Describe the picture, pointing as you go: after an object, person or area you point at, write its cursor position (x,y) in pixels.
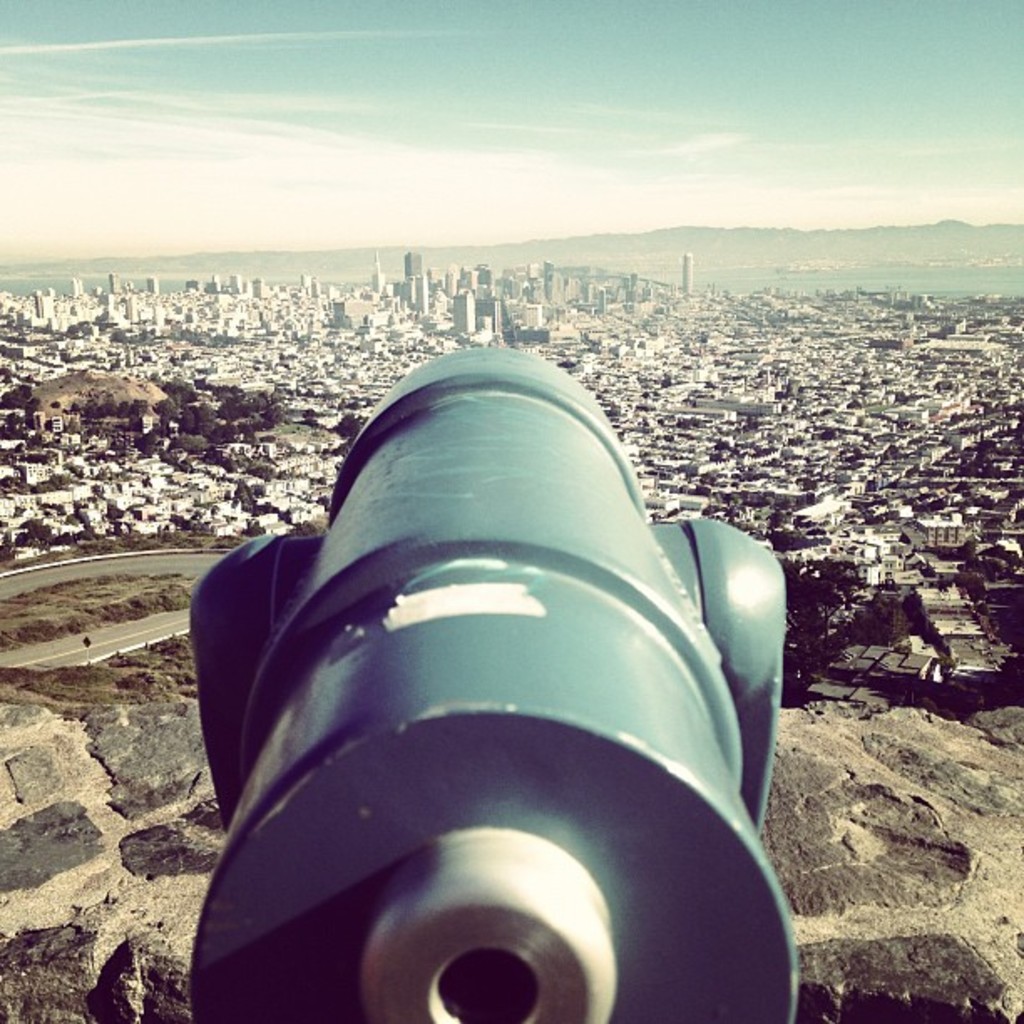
In this image in the front (455,683) there is a telescope (429,617). In the background (341,341) there are buildings (365,344) and the sky (474,158) is cloudy and there are trees (256,411) in the background (230,403) and there are mountains (800,238), there is water (916,281).
